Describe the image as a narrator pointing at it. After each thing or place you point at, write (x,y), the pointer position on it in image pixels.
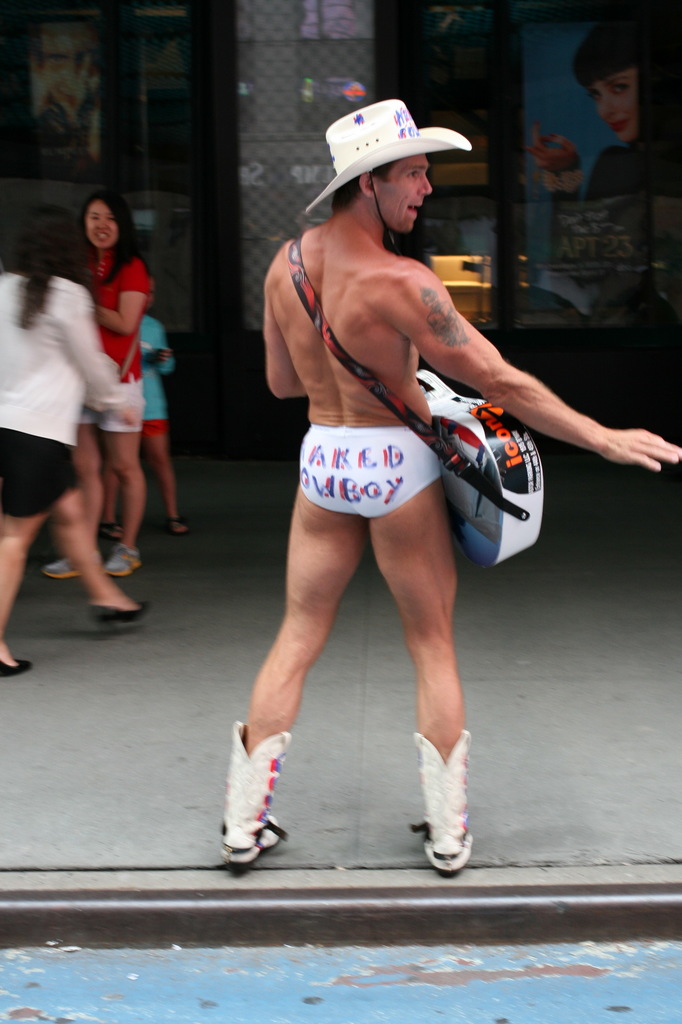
In the center of the image (403,441) we can see one person (404,294) is standing and he is wearing a hat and a guitar (444,404). And we can see he is in a different costume (425,479). In the background (563,159) there is a wall (205,241), posters (95,123), few people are standing and a few other objects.
